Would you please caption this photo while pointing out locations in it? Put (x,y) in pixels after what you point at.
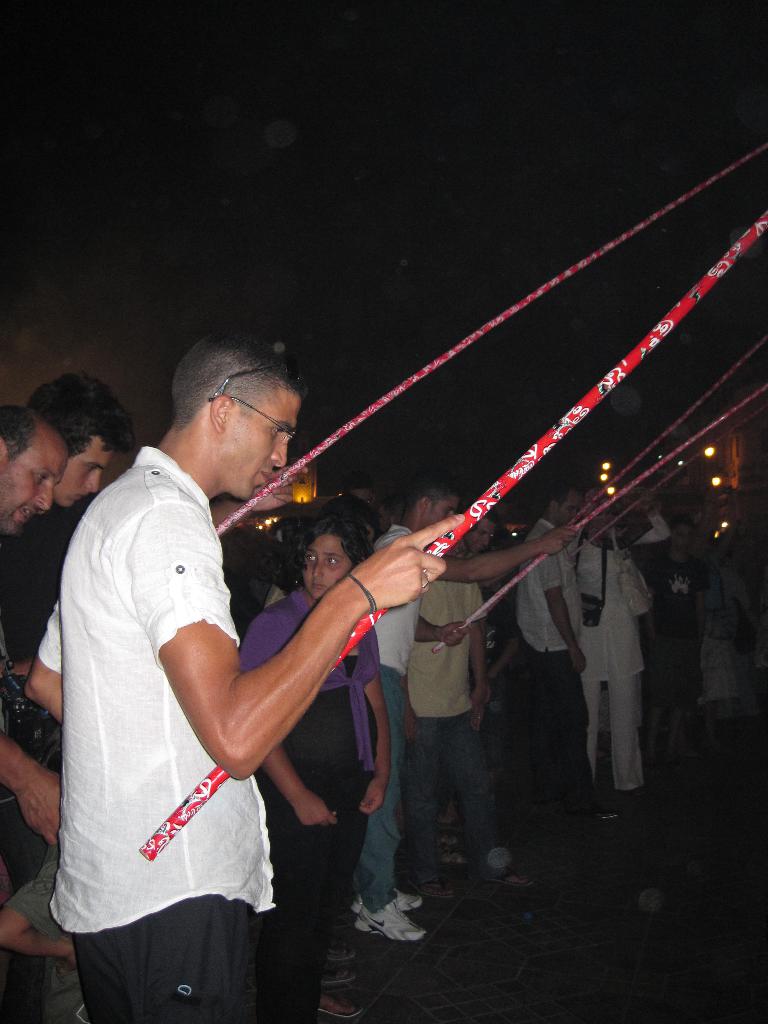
In this image there are a group of people (428,855) standing on the ground (654,975) in which few of them are holding big red sticks (745,405).
